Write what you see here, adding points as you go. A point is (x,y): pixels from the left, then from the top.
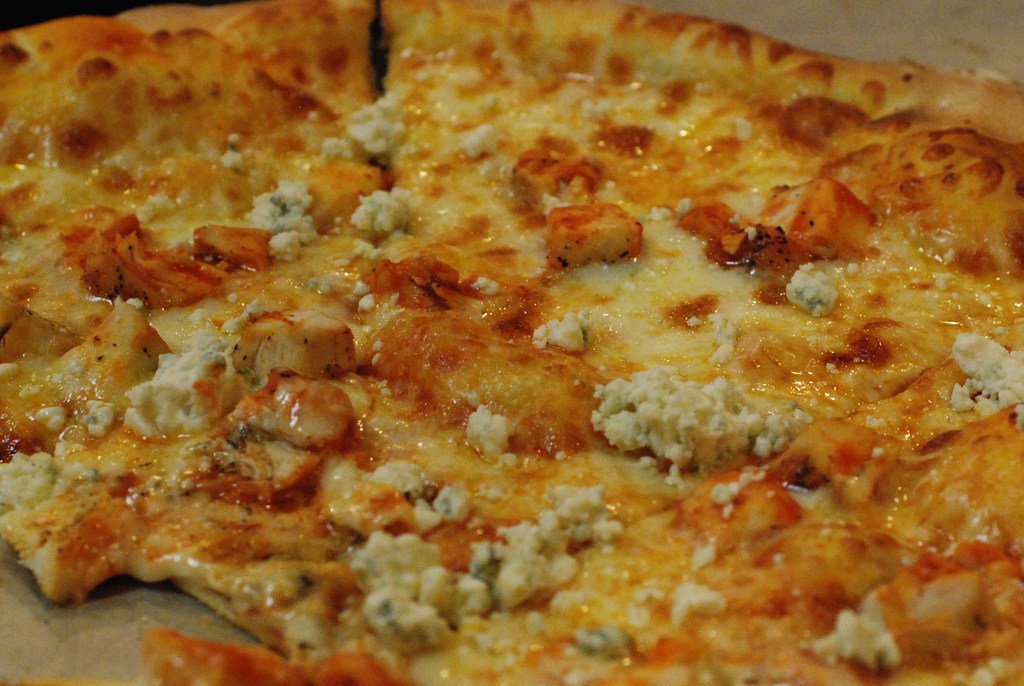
In this image we can see there is a pizza (514,386).
